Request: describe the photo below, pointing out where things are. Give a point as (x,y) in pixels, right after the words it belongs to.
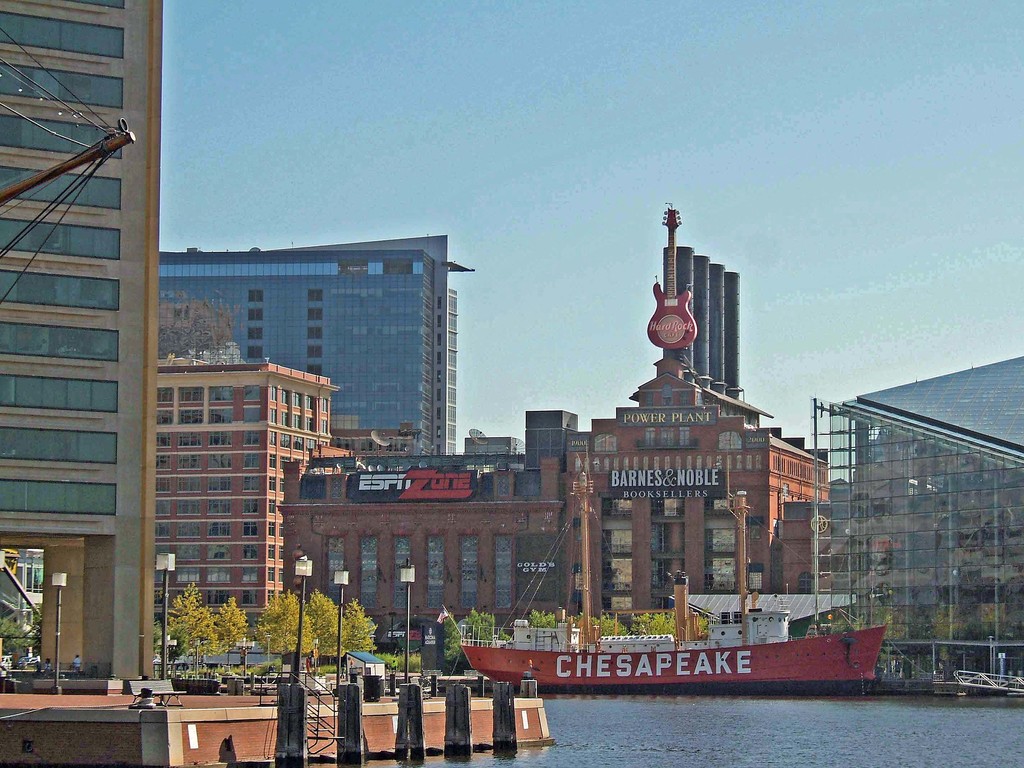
Sky (609,30) is in blue. Above this water (715,708) there is a ship (823,684). Background (241,469) there are buildings (686,438) and glass windows (230,460). These are light poles (62,582) and trees (286,595). Here we can see an advertisement (659,319) of a guitar (693,325).
